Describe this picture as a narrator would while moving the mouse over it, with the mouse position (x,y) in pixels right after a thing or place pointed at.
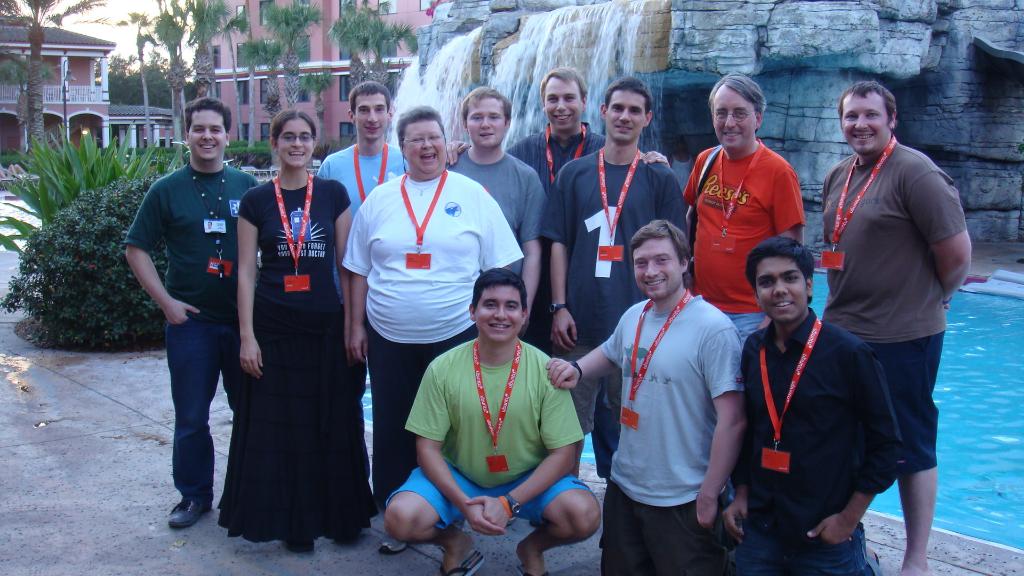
In the background (167,22) we can see the sky (137,8), trees (348,40), buildings (328,22), windows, light pole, plants (28,234) and few objects (973,276). In this picture we can see the people (861,153), wearing identity cards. They all are giving a pose and smiling. On the right side of the picture (988,377) we can see the waterfalls (637,66) and water pool (996,439).
